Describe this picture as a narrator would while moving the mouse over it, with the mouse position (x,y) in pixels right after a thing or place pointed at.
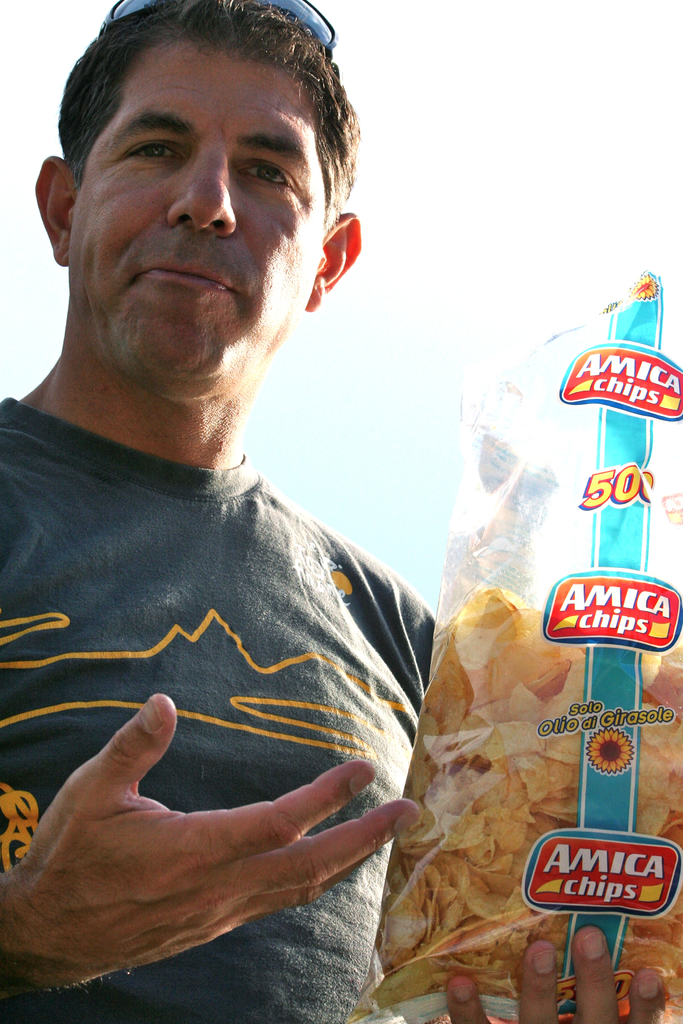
As we can see in the image there is a man (292,743) wearing blue color t shirt (218,657) and holding chips packet (524,671). At the top (475,233) there is sky (451,74).
